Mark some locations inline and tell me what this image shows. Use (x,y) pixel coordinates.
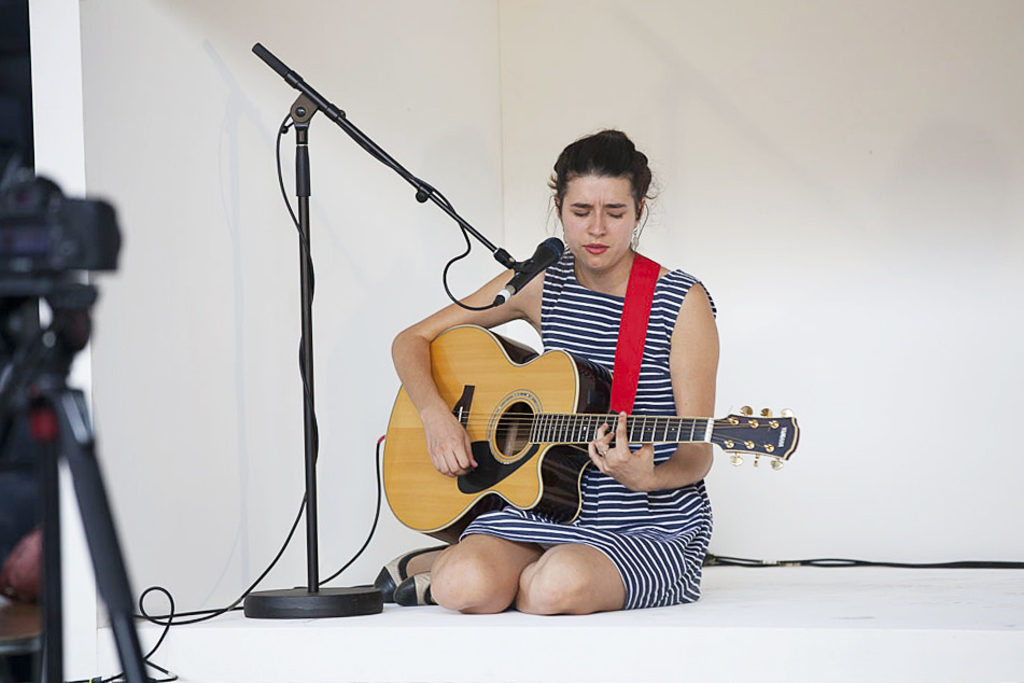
This is the woman (586,332) sitting on the floor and playing guitar (481,410). She is singing a song. This is the mic (537,275) attached to the mike stand (299,591). Background (705,239) is white in color. This looks like a video recorder (54,246) with a tripod stand (50,658).
